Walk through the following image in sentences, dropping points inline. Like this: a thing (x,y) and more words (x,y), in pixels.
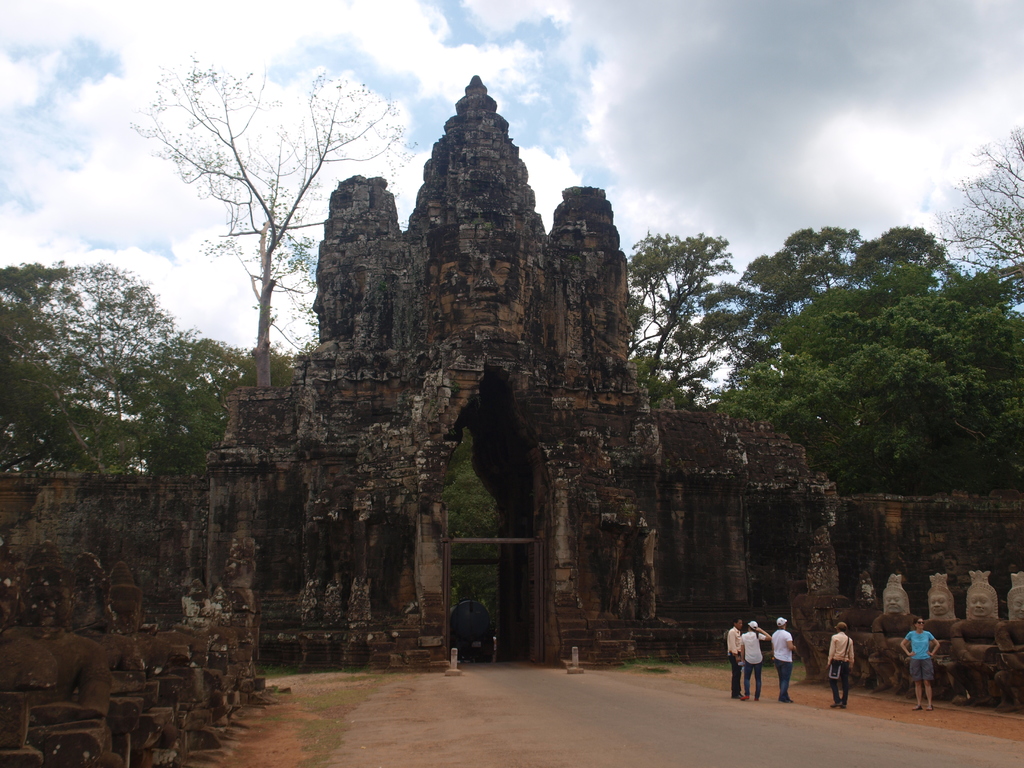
In this picture I can see few people (785,670) are standing in front of the fort (415,466), around there are some trees (18,437).
